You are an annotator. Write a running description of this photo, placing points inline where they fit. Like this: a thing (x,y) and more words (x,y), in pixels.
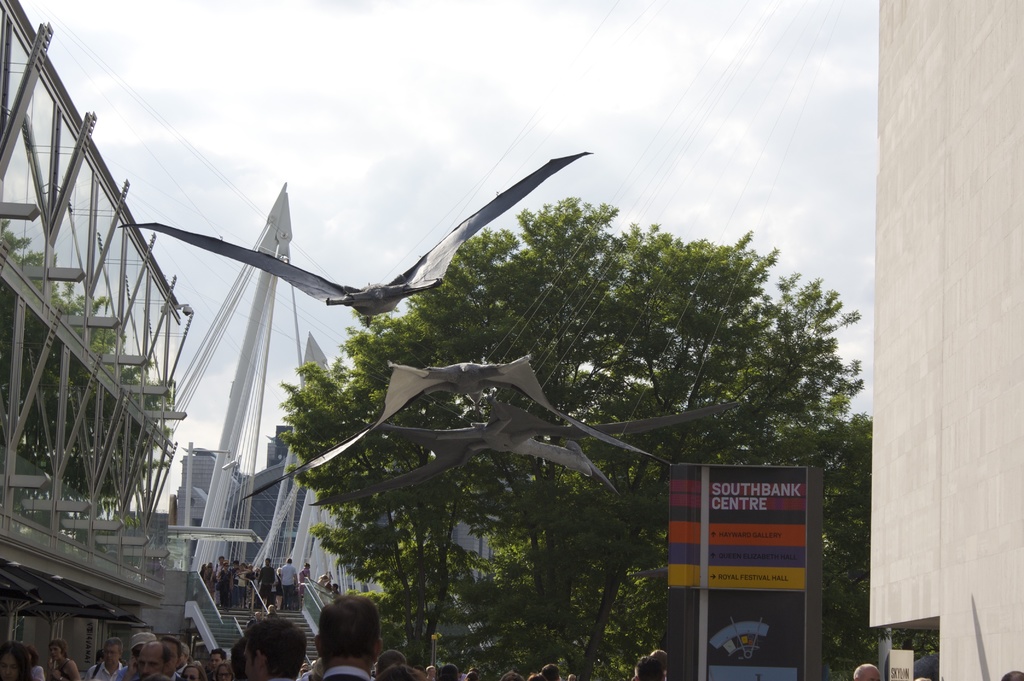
In this image at the bottom (332,636) there are some people (151,662), and in the center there is a staircase (320,592) and there are some persons (227,579) on the staircase (206,587). And in the foreground (527,413) there are some sculptures (374,293) and some ropes (410,251), on the left side (59,302) there are some towers (224,505) and trees (553,509). And in the background (491,471) also there are some buildings (267,514) and trees (683,395), on the right side (935,301) there is a wall (876,529) and some board (732,540). On the board (712,562) there is some text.
